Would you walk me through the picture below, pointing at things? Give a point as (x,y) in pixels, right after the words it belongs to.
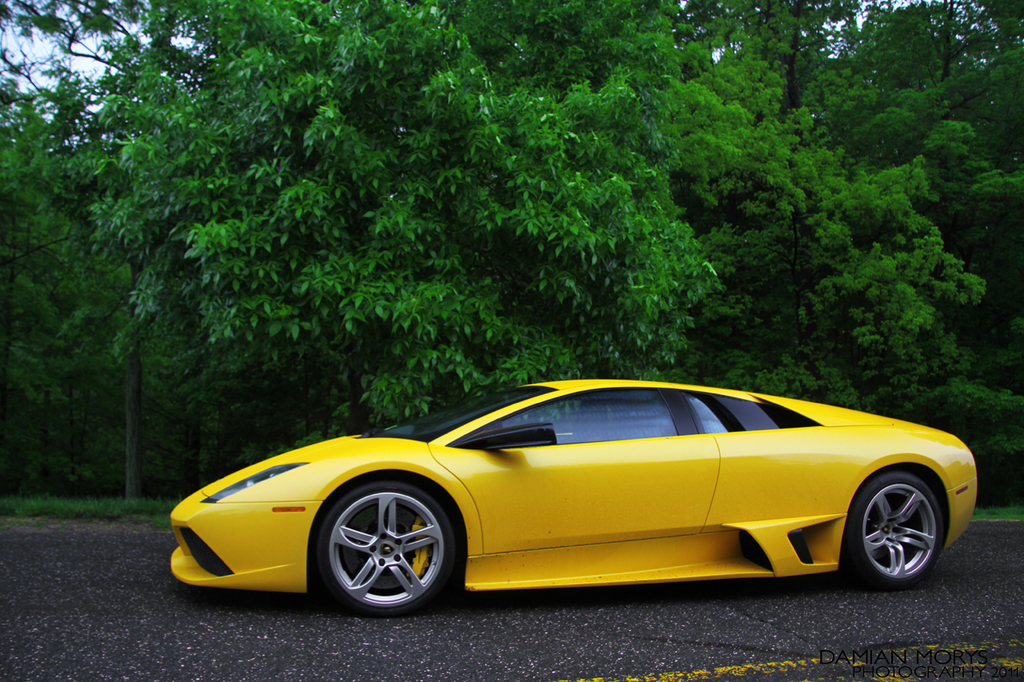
In the center of the image (483,414) there is a car (551,499) which is in yellow color on the road (776,602). In the background (305,263) there are trees (66,177) and sky (58,55).
